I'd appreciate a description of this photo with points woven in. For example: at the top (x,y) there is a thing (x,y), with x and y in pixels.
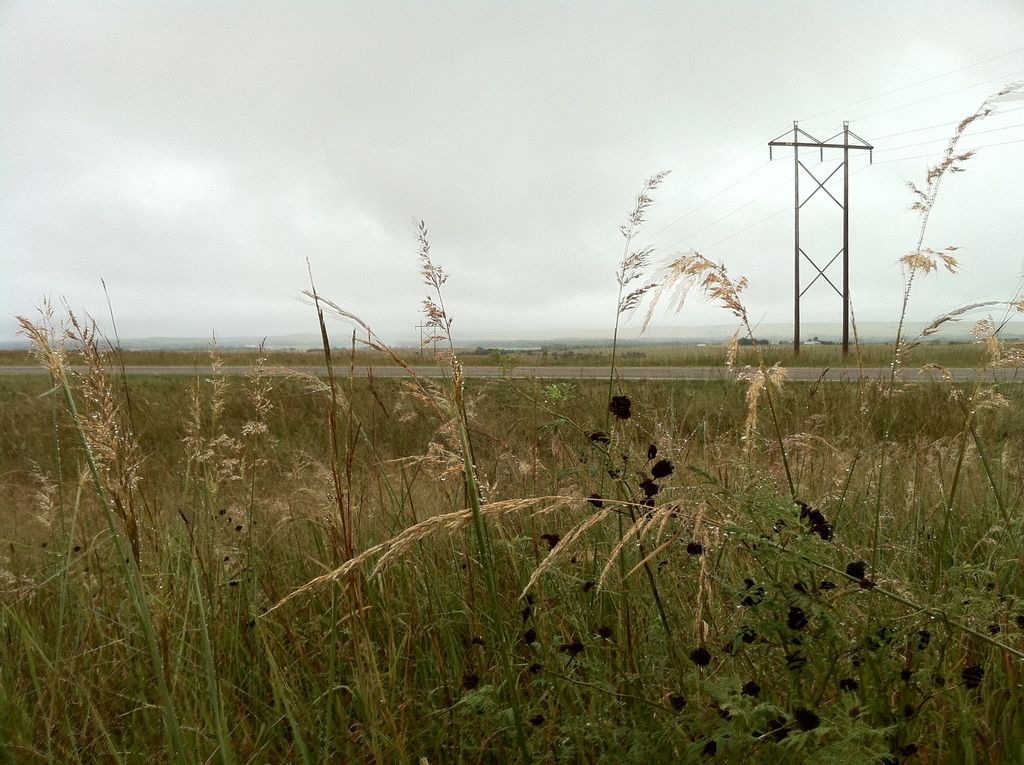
In this picture we can see few plants (483,410), in the background (822,273) we can find few poles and cables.
